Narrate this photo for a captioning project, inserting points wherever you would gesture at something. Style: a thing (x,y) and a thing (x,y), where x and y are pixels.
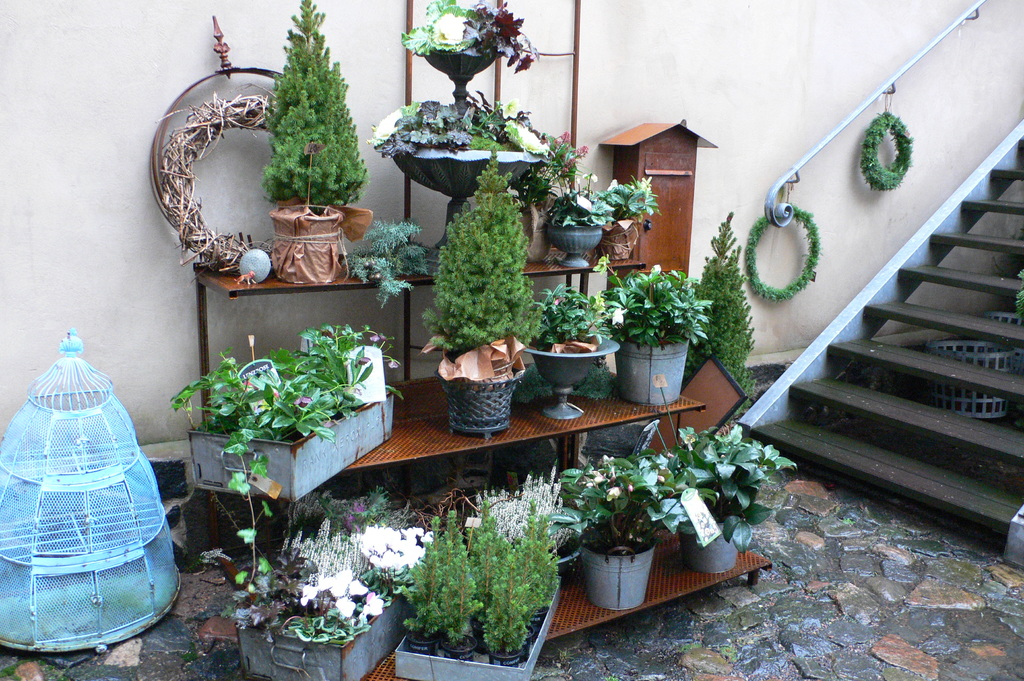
This image is taken outdoors. At the bottom of the image (781,613) there is a floor (746,643). On the left side of the image (110,503) there is a basket (116,484). In the background (343,74) there is a wall (782,6). On the right side of the image (934,312) there is a staircase (934,312) and a railing (783,212). There are two garlands (810,229). In the middle of the image (663,364) there are many plants (501,21) in the pots (702,550) and they are arranged on the shelves (449,441).
